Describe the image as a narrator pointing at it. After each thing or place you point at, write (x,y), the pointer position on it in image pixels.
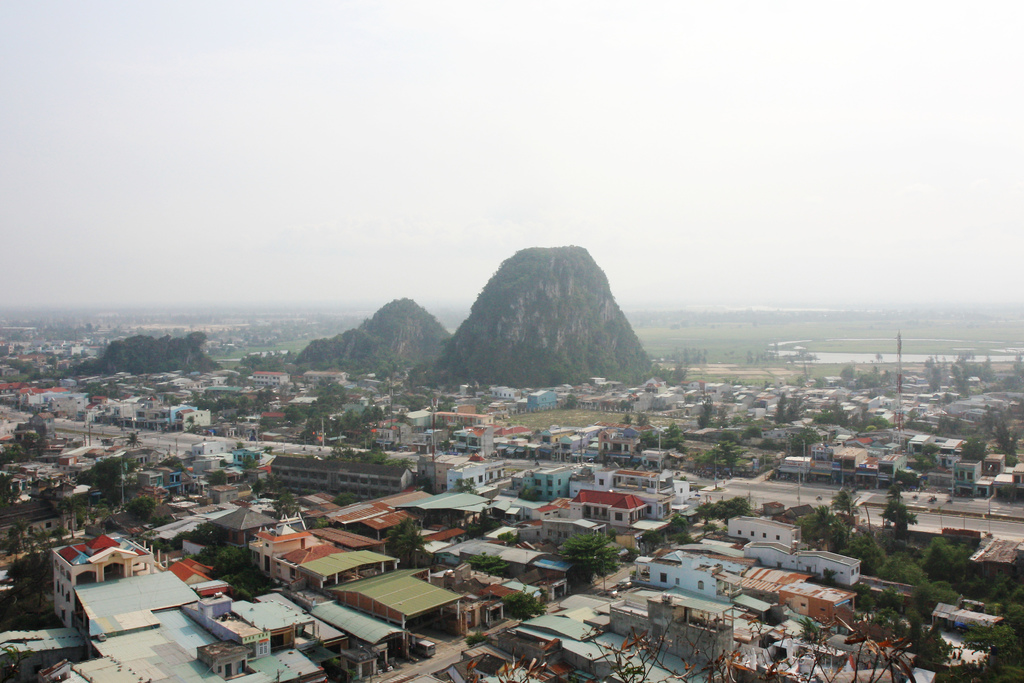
In this picture we can see buildings (655,584), trees (865,417), grass (821,331), poles (801,475), a tower (901,425), there are two hills (465,331) in the middle (394,321), we can see the sky (437,155) at the top of the picture (482,142).
